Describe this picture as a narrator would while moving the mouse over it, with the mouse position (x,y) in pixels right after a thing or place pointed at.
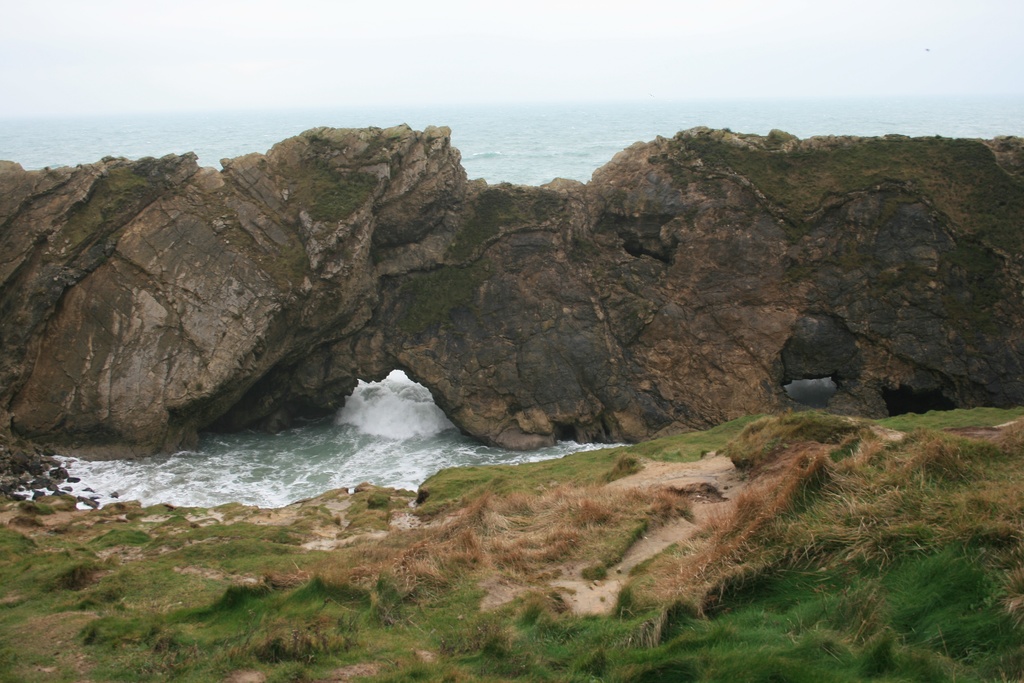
In the middle (489,243) it's a very big rock (565,243), there is water (513,177). At the bottom (865,577) there is the grass (677,644).
